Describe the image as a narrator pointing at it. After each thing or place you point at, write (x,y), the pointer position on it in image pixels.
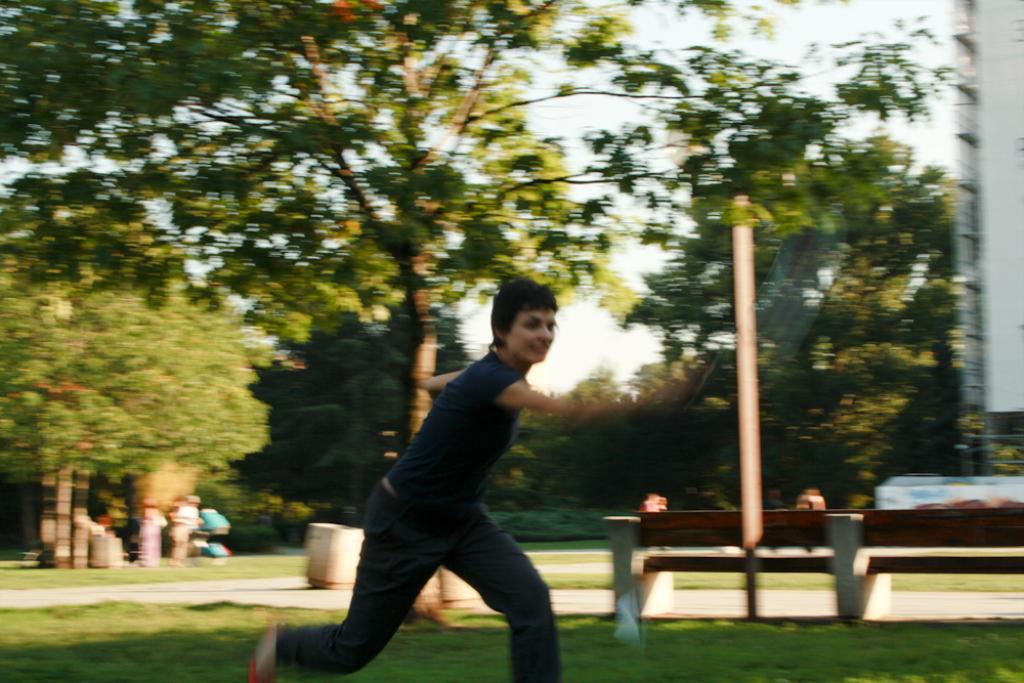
In this picture I can see a human (460,475) running and I can see trees (784,165) and a bench (650,524) and a building (980,214) on the right side (1013,263) and I can see few people (182,499) standing and I can see sky (600,129).
